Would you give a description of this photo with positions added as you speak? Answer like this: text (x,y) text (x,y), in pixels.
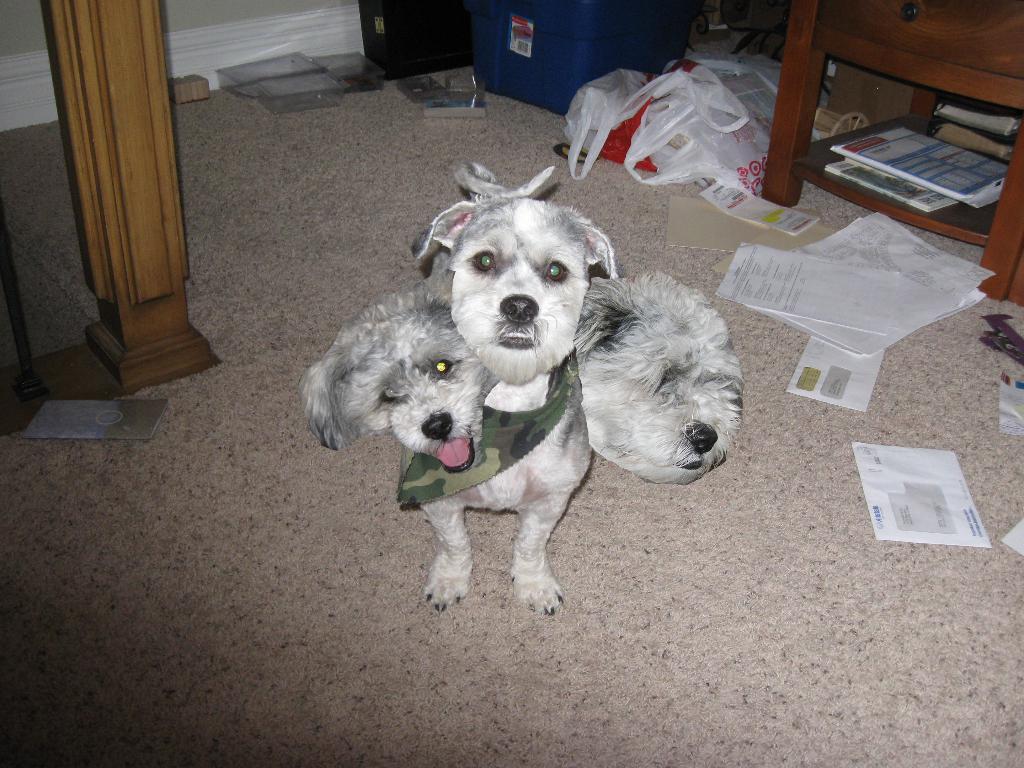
In this picture I can see a dog (635,346) with three heads (621,342), papers (846,341), books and some things (828,148) are around.
